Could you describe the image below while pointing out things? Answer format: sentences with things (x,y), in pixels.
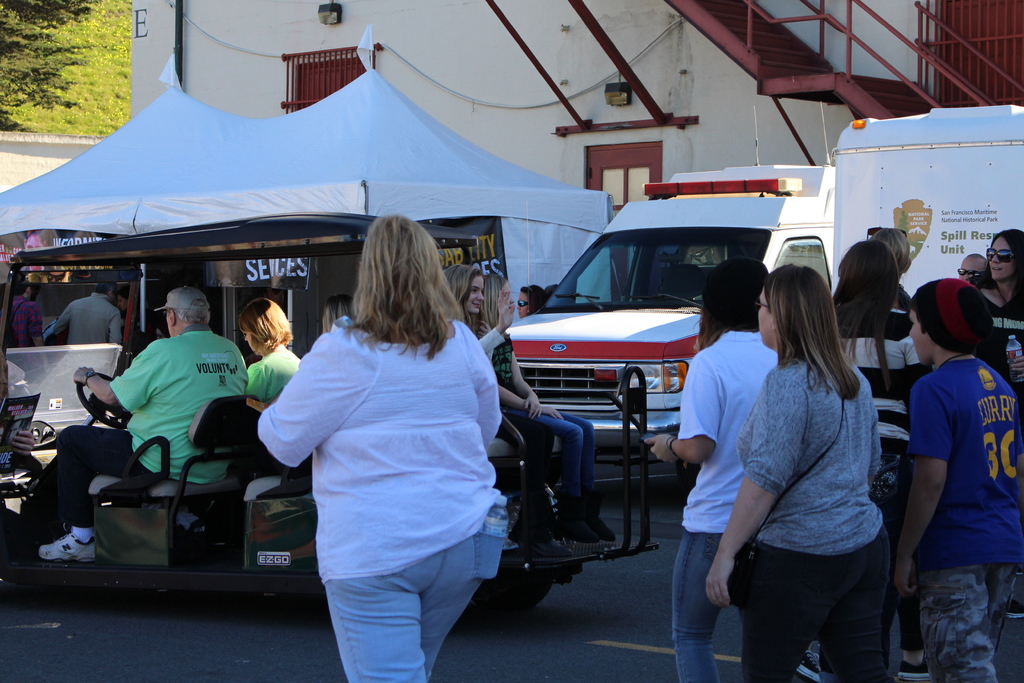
In this image a woman (485,409) wearing a white top (481,525) is having a bottle (490,523) in her pocket (494,549). Beside her there is a vehicle (159,531) having few persons (177,327) sitting in it. Behind there is a tent (102,189). Few persons (63,325) are under the tent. Right side (698,387) there are few persons (888,462) are walking on the road (544,641). Behind there are few vehicles (837,273). Top of image (703,145) there is a building (703,145) having staircase (768,30) and a window (640,196). Left top there are few trees (35,99) behind the wall (25,154).
